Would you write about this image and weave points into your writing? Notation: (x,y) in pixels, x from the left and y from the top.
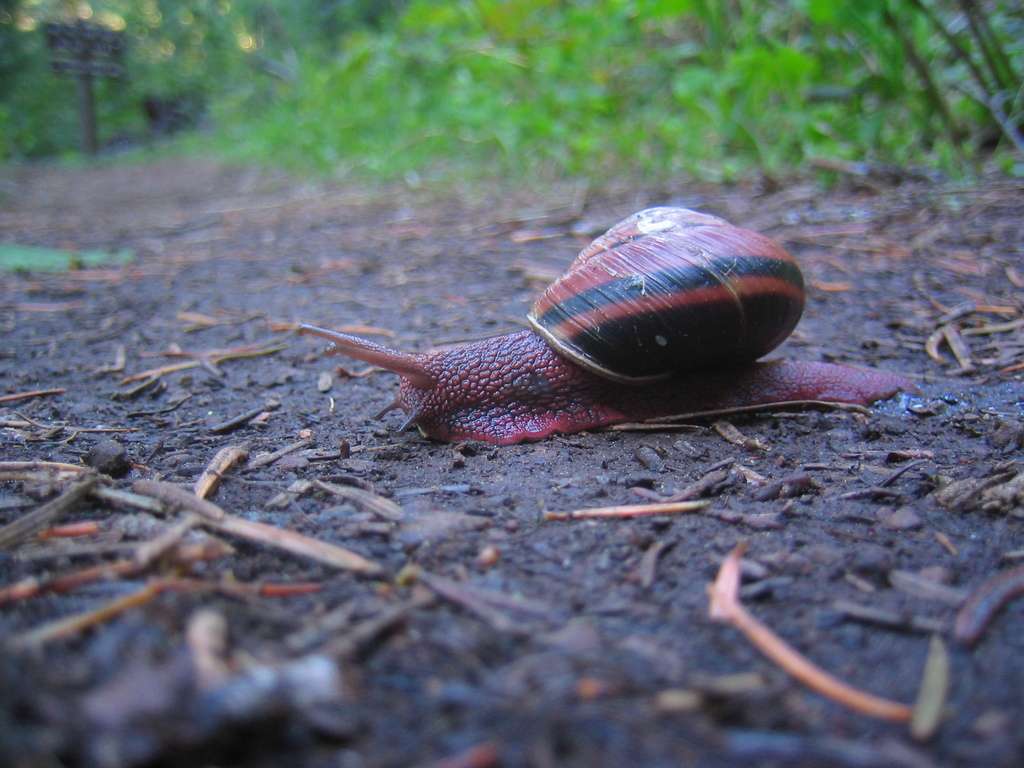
In this image we can see a snail (489,391) on the ground (270,428), there are some sticks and leaves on the ground (527,221), also we can see some plants (328,65), and bushes (602,49).
